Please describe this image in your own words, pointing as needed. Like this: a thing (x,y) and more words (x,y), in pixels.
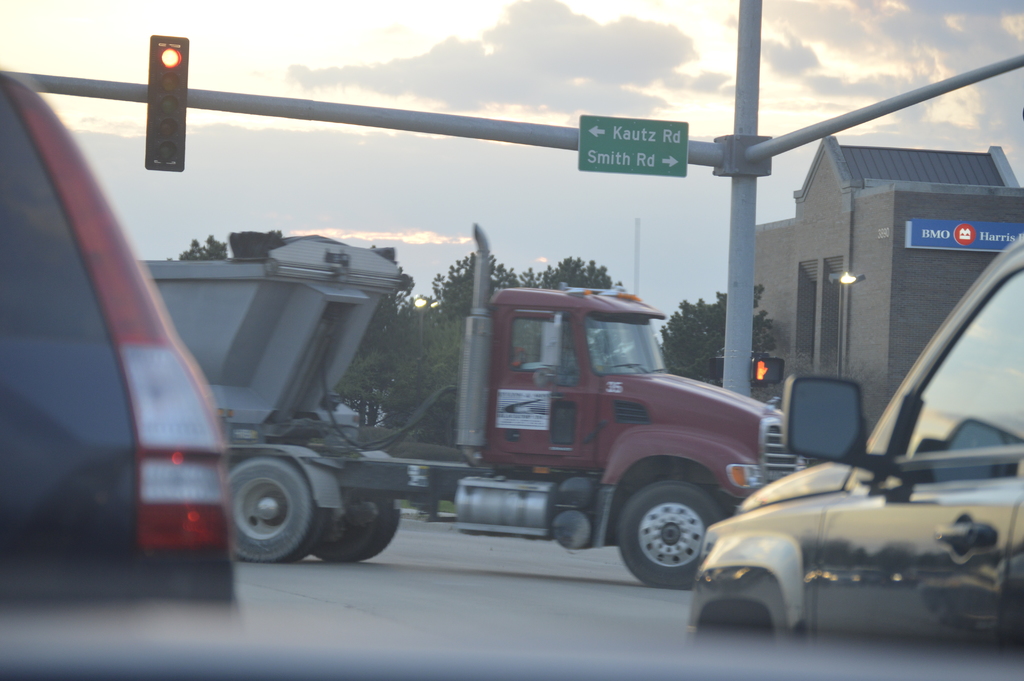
In the picture I can see cars (10,396) on the right (927,463) and left side of the image (145,301). Here we can see the truck (280,400) at the center of the image (637,413) which is moving on the road (349,575). Here we can see the traffic signals (147,111) and a green color board (672,161) on which we can see some text (645,161), are fixed to the pole (718,164). On the right side of the image (954,272) I can see a building (910,256) with blue color board (928,230). In the background (723,298), we can see trees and the cloudy sky (517,192).
